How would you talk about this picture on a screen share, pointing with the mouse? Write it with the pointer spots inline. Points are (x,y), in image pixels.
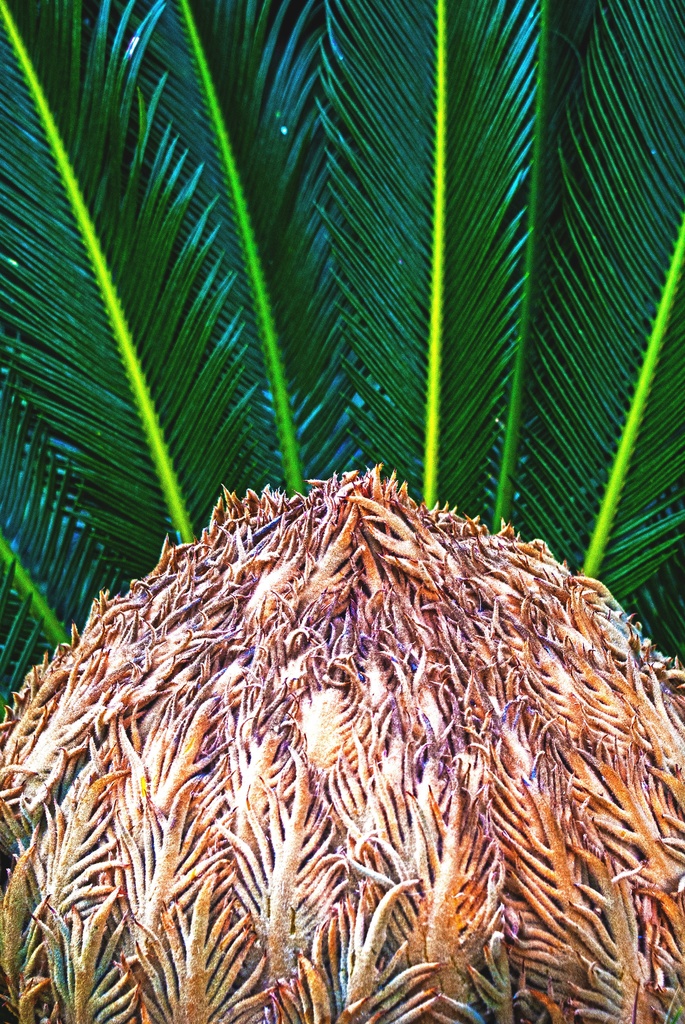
In this image there are leaves (292,313). At the bottom (272,814) there is a object (323,795) and it seems to be a fruit (210,600).
